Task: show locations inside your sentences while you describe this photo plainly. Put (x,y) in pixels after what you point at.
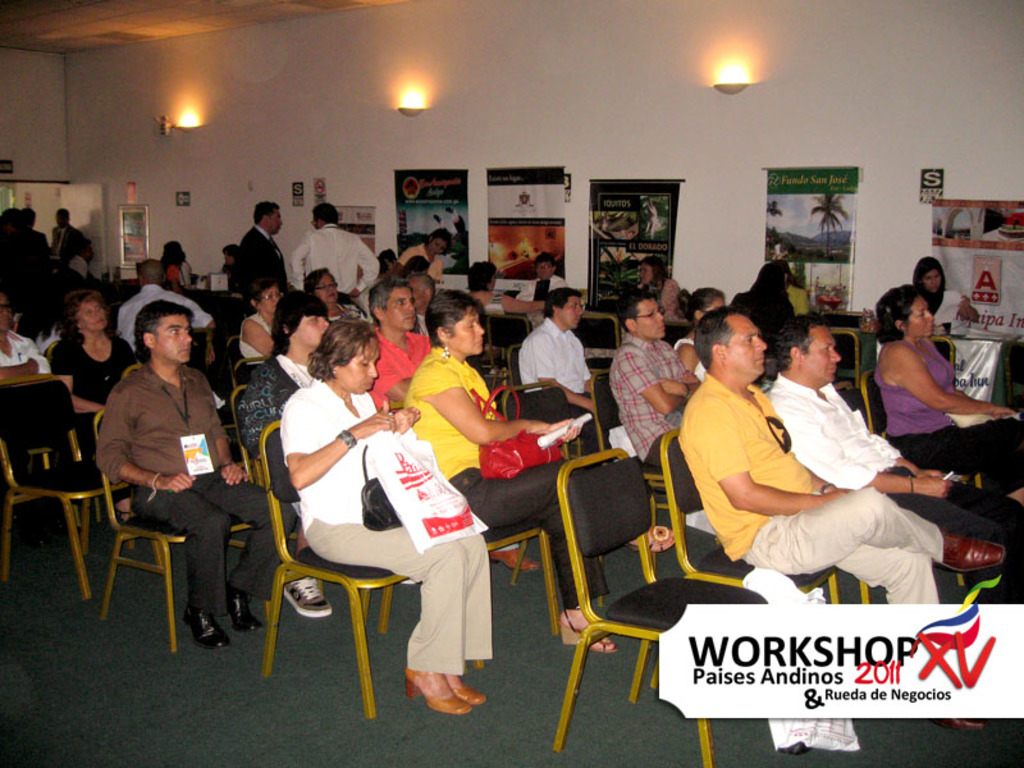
In this image there are many people (326,410) sitting on the chairs (333,573). Behind them there is a wall (555,136). There are banners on the wall (693,223). There are lamps (729,78) to the wall (694,69). In the bottom right (899,614) there is text (804,644) on the image.
